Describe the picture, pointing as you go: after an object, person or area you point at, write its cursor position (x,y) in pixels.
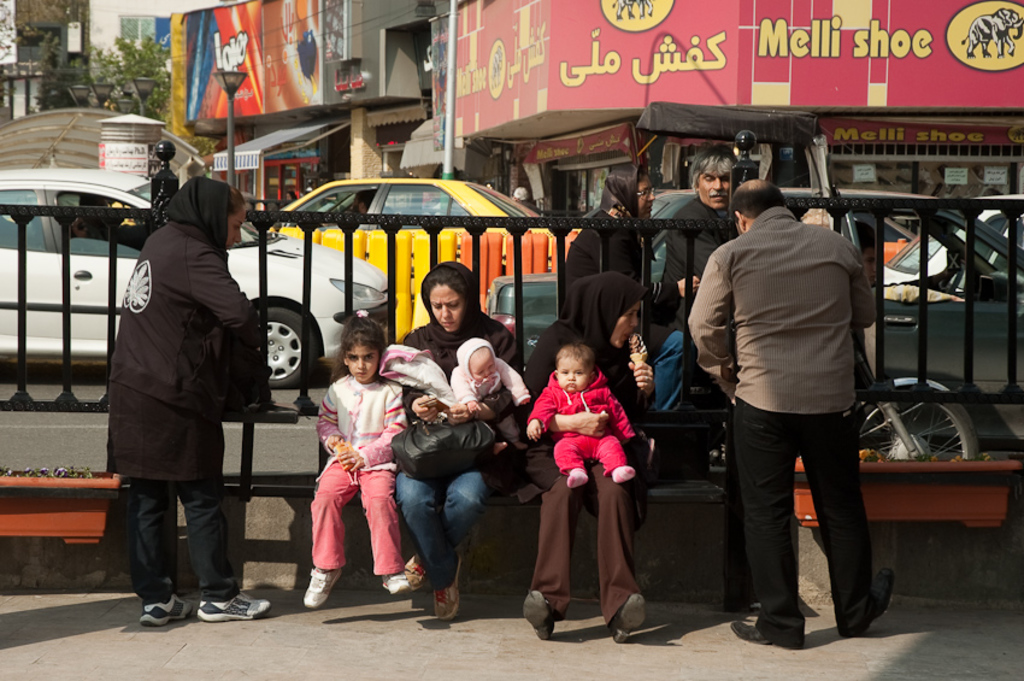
This is a outside view. We can see few peoples (513,396) are sat on the ledge (298,487). And we can see fencing (390,248) here. Few peoples (642,245) are standing here. And another person (189,331) is standing here. We can see some plants (62,475) here and here. We can see so many vehicles (979,308) are moving. The background (583,77), we can see some stalls (588,170), banners (267,62) and pole (230,125). Here we can see tree (128,56) also. Here we can see building (20,65). The middle of the image (449,400), the woman (452,372) is holding a baby (474,392) and a bag (434,439). Beside her, another woman (580,418) also holding a baby (586,407) and she is eating ice cream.
